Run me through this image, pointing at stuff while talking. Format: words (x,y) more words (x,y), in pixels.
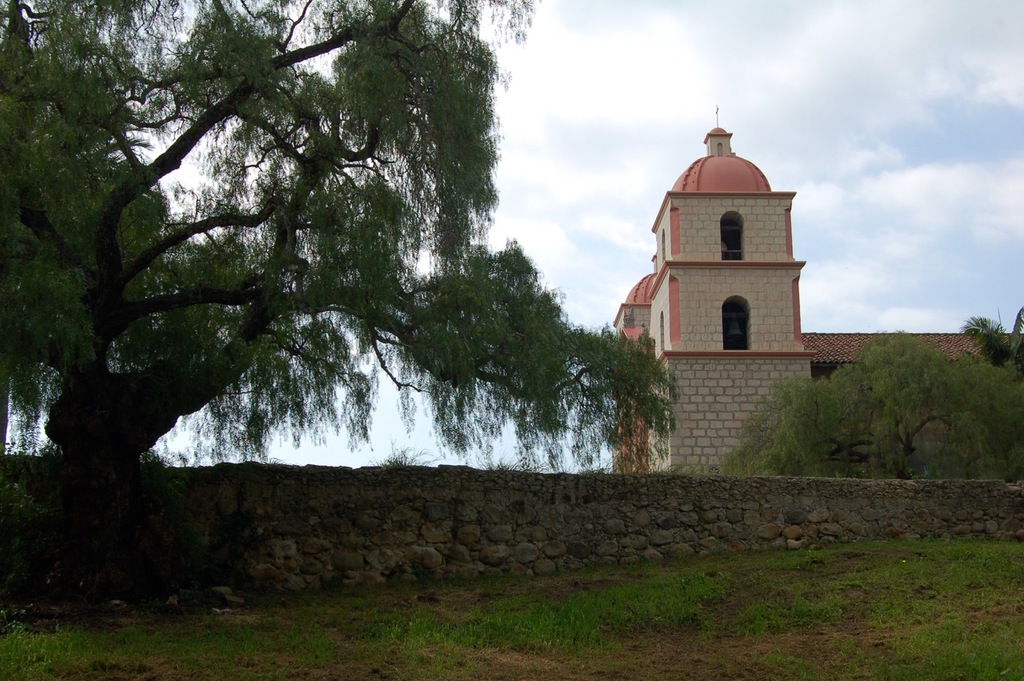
In this picture I can see trees (946,424) and a building (748,377) and I can see a wall (343,533) and grass (720,596) on the ground (582,589) and I can see a blue cloudy sky (737,131).
